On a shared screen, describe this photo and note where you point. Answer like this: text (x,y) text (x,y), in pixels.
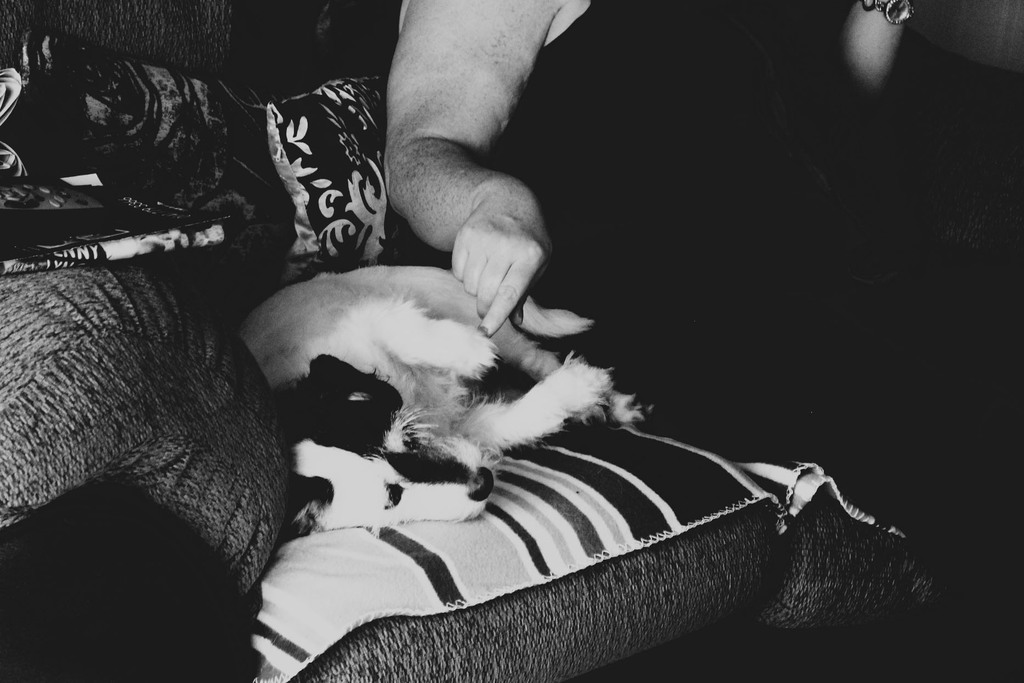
In this image there is a person (780,440) sitting on the sofa (602,589). Beside her there is a dog (440,432). There are pillows (187,177).
